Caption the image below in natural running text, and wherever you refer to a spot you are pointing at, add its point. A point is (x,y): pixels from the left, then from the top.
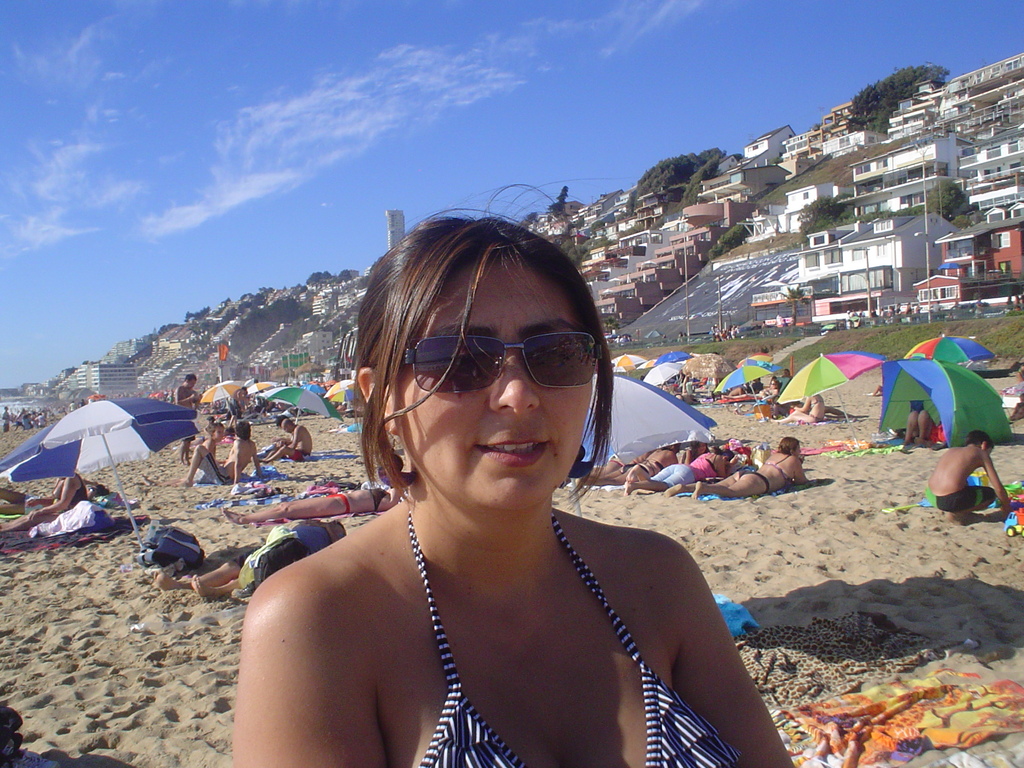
In this image we can see people (444,382), umbrellas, sand (188,605), plants (841,223), houses (903,249) and in the background (519,98) we can see the sky (375,163).
